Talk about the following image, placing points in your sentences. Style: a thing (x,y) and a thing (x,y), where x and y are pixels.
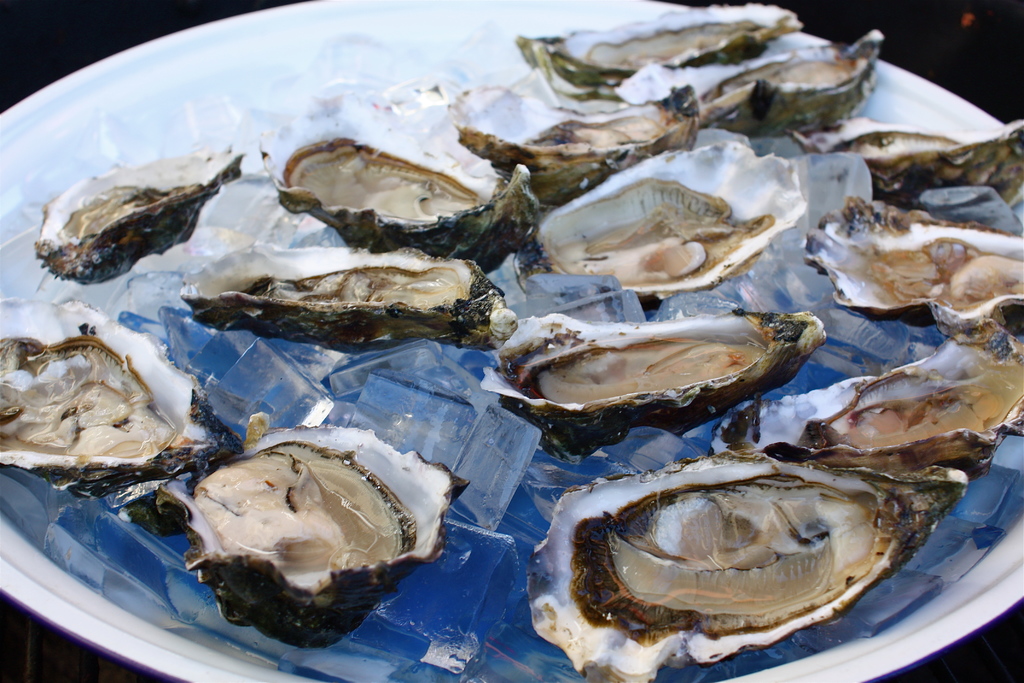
In this image we can see the pearl oysters (752,406). This is looking like a plastic bowl (145,639). Here we can see the ice blocks (482,471) in the bowl (155,630).
